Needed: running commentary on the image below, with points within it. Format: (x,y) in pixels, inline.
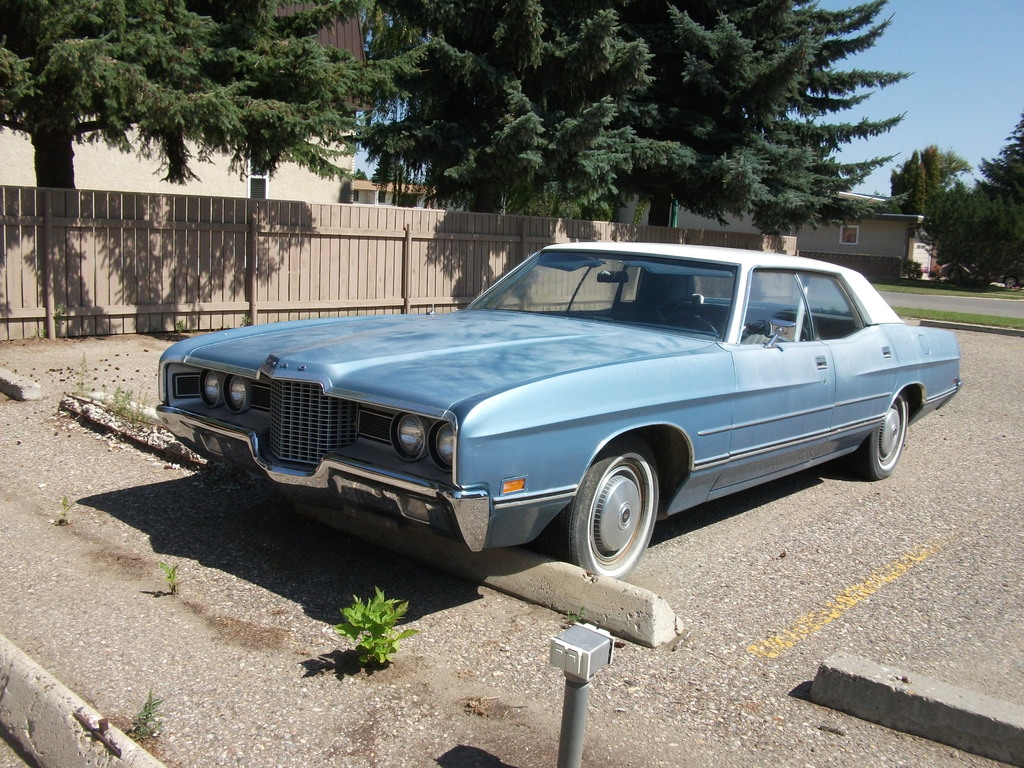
In the image there is a car (310,395) on the road (21,368) and behind the car (506,514) there is a wooden fencing (422,221), behind that there are trees (482,127) and on the right side (873,201) there is a house (850,224).
